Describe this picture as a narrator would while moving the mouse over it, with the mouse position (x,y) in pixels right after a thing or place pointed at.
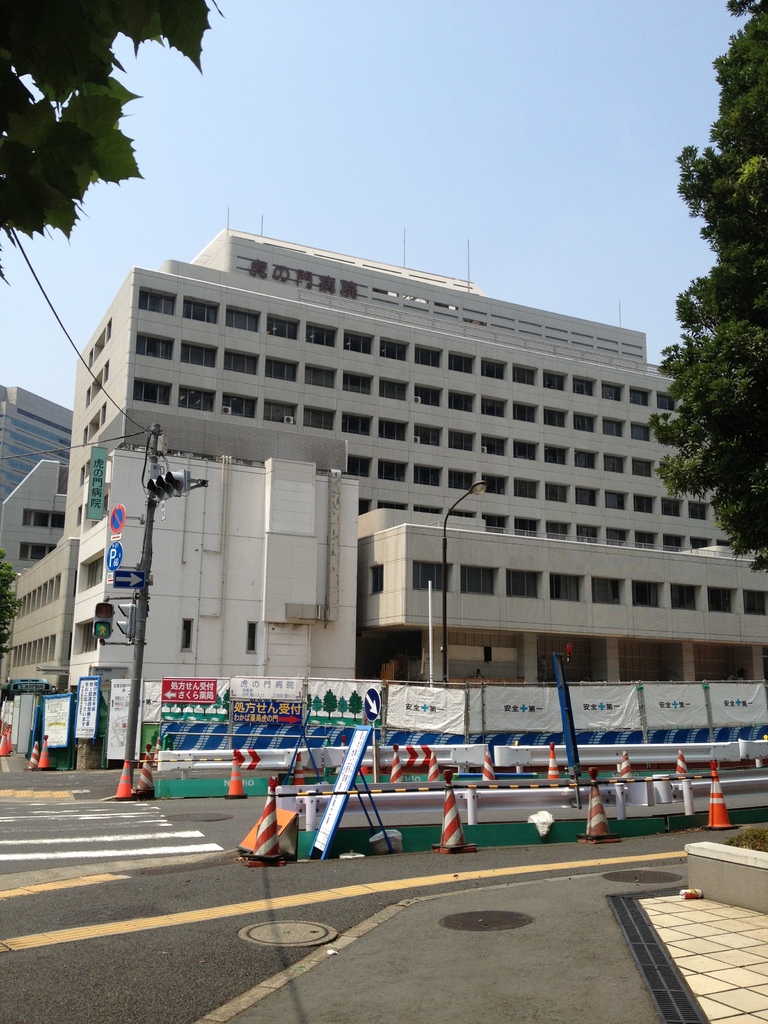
In the foreground (13,976) I can see the road (56,976) and I can see the barriers (474,745) on the road (106,812). I can see the traffic signal pole (176,484) and a light pole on the road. In the background (390,565), I can see the buildings (415,507). I can see a tree (726,83) on the right side (740,472). I can see the green leaves (52,47) on the top left side of the picture (27,207). There are no clouds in the sky (458,85).
